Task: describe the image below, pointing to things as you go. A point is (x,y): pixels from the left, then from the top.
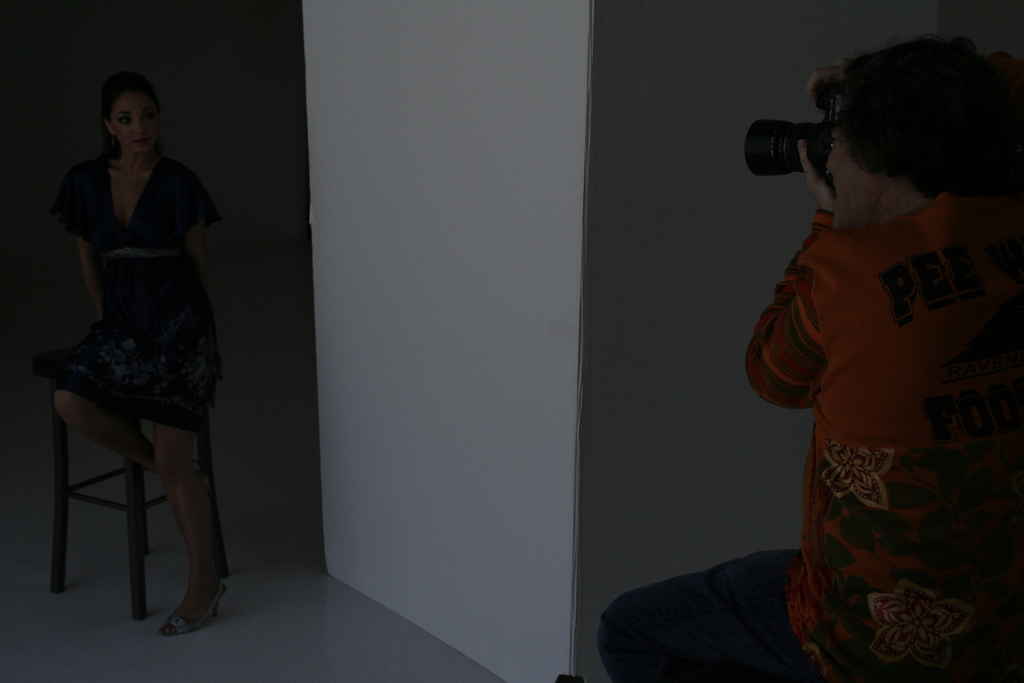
There is a lady (110,374) and a stool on the left side of the image (162,396) and there is a man (823,301) on the right side (770,140) holding a camera (792,166) in his hands (819,179). There is a wall (489,332) in the center (464,297).
